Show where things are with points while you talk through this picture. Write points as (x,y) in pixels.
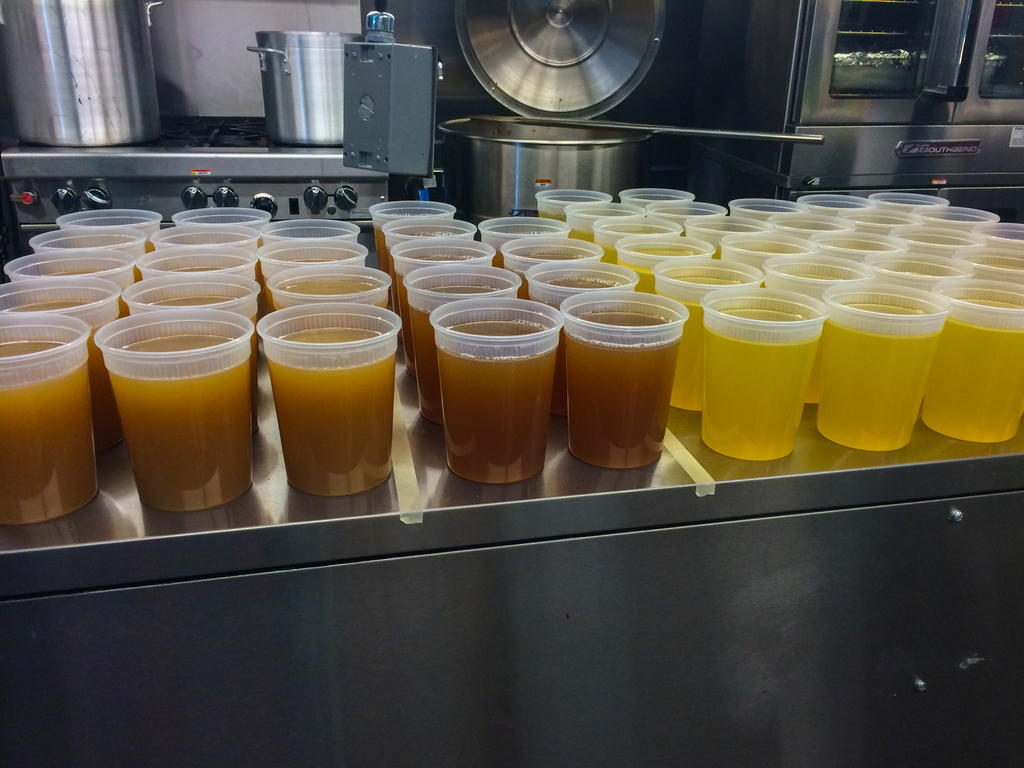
In this picture, we can see a table (812,539), on that table (812,552), we can see some glasses (346,367) with some liquid (663,374). In the background (121,134), we can see some machines (212,134), jars (310,93) and an oven (835,191).
